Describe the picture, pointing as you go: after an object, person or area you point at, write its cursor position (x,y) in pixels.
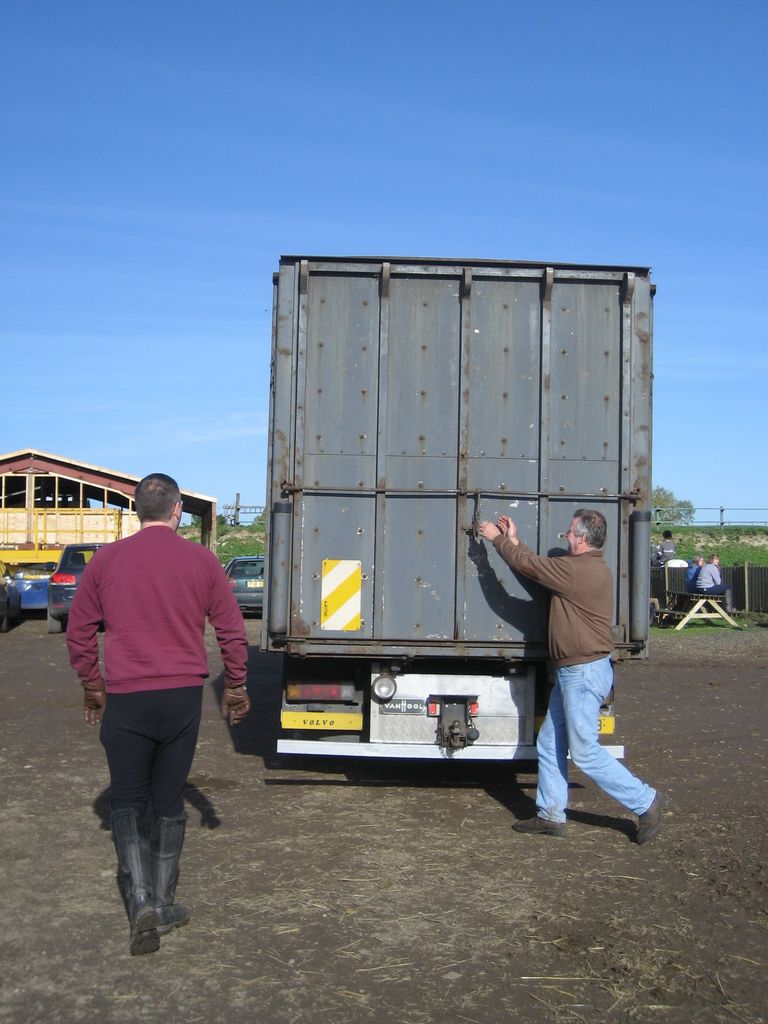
In this image we can see two persons (716,592) are sitting on a bench (699,604) at the right side of the image (707,584). There are few vehicles (424,679) in the image. There is a tree (679,511) in the image. There is clear and blue sky (380,224) in the image. There is a grassy land (225,557) in the image.
